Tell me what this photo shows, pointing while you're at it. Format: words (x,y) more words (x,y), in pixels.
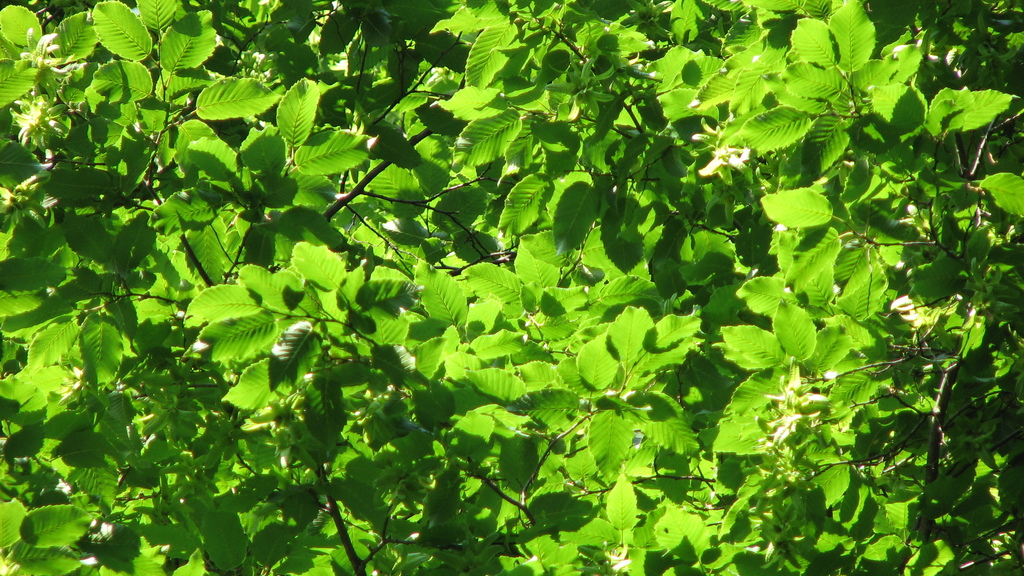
In this image I can see number of green colour leaves (478,267).
